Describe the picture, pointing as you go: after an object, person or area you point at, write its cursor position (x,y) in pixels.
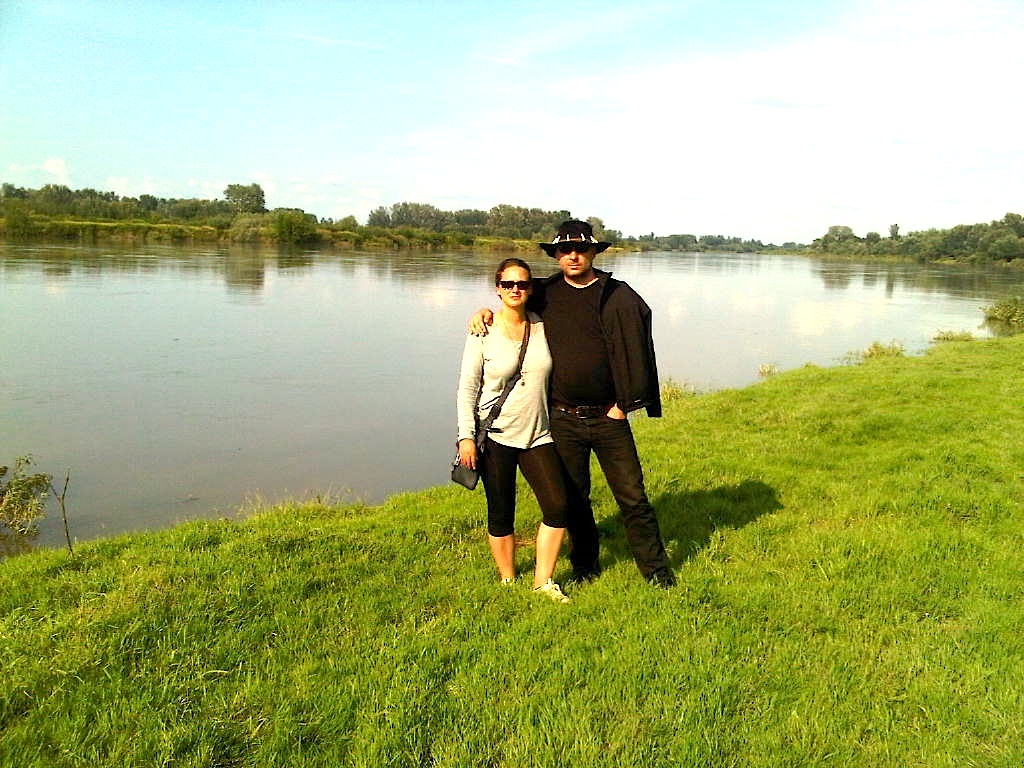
In this picture I can see a man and a woman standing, there is grass (62,584), there is water (915,278), there are trees (118,216), and in the background (335,57) there is the sky (587,75).
